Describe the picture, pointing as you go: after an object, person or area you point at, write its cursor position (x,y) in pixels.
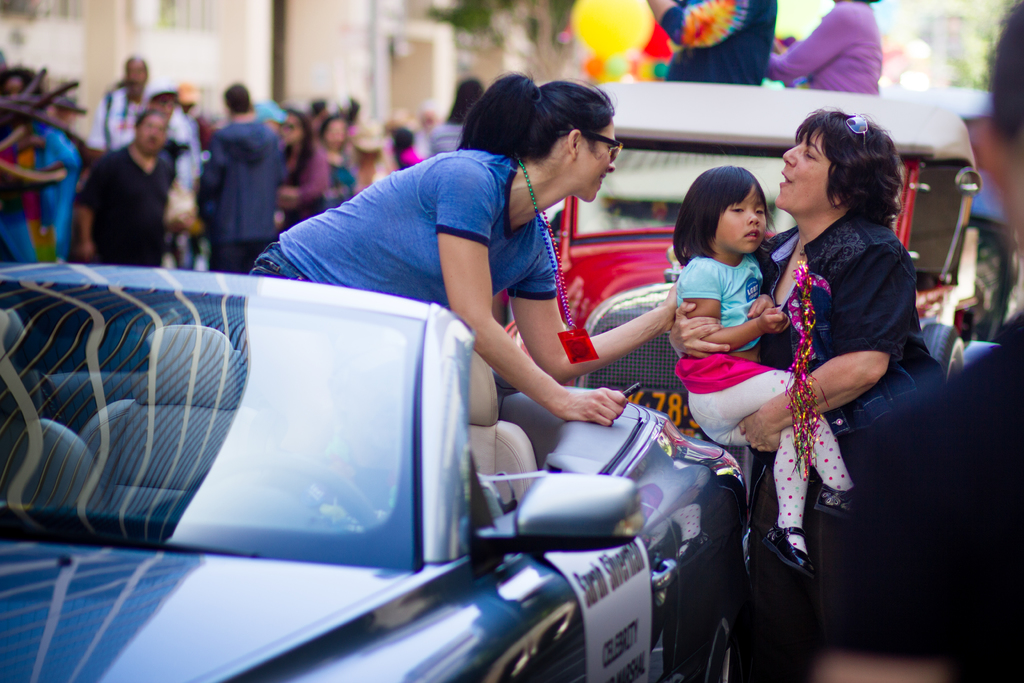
Here is a woman (820,329) standing and holding a small girl (727,323). I can see another woman (485,269) sitting in the car (479,514). This car (419,576) is of blue in color, a paper (594,620) is attached to the car (569,590). At background (152,230) I can see group of people (248,155) standing. And here I can see a jeep (661,194) which is red in color.
